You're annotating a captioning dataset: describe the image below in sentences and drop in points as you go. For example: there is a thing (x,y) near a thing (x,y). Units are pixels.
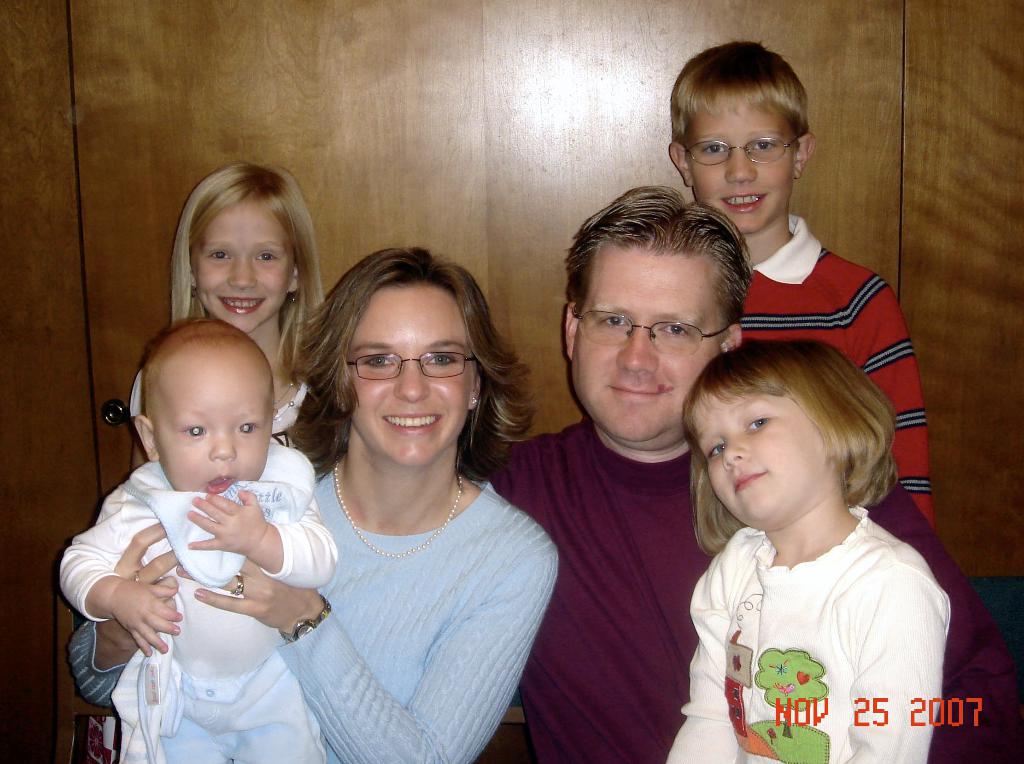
In the center of the image (638,502) we can see group of persons (466,519) sitting. In the background (451,83) there is a wall (399,37).
